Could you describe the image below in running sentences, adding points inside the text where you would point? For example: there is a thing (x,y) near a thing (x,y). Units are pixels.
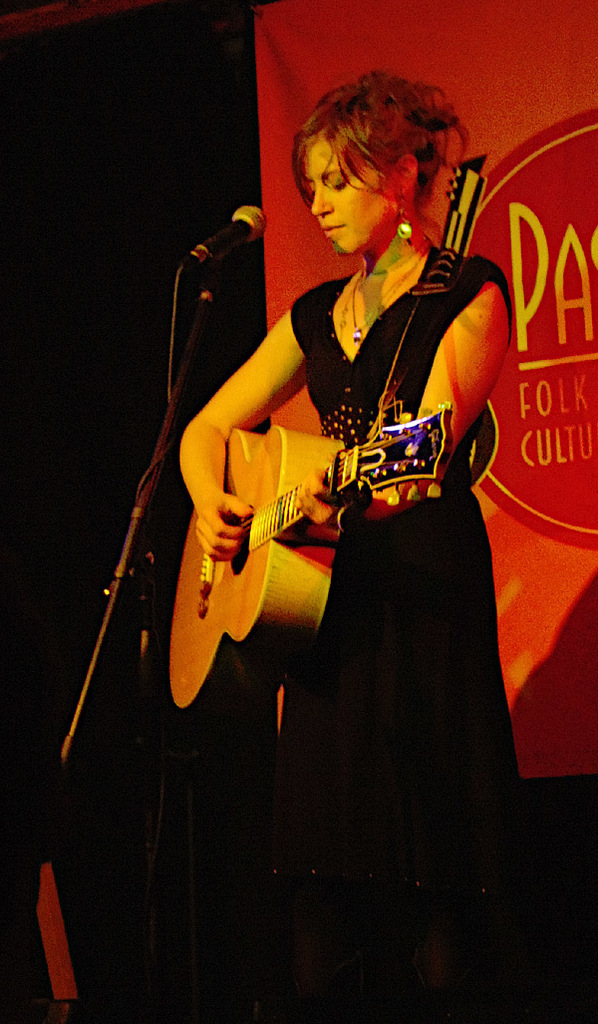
This pictures seems to be of inside. In the foreground (473,398) we can see a woman (364,313) wearing black color dress (362,725) and playing guitar (279,534). There is a microphone (239,230) attached to the stand (209,272) placed in front of her. In the background (483,38) we can see a banner (556,56) with a text (590,447) printed on it.
